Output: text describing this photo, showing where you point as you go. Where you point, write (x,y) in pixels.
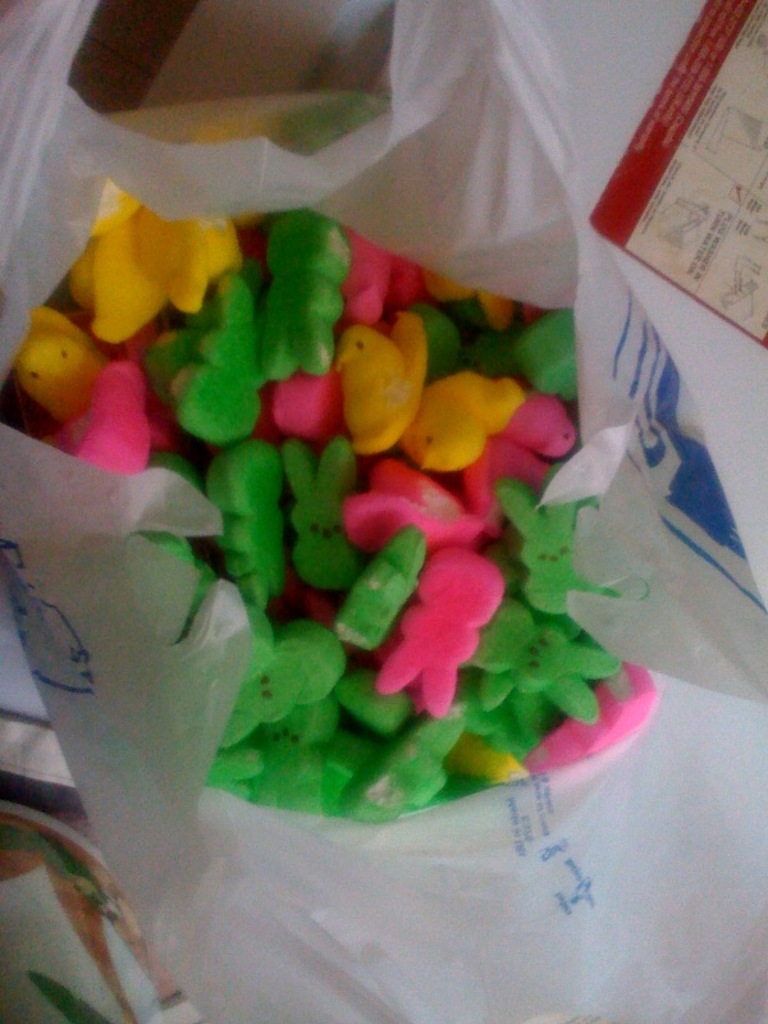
In this picture we can see marshmallow candies (384,676) in a plastic cover (541,865). Those are in different shapes and in different colors like yellow, pink, and green.
